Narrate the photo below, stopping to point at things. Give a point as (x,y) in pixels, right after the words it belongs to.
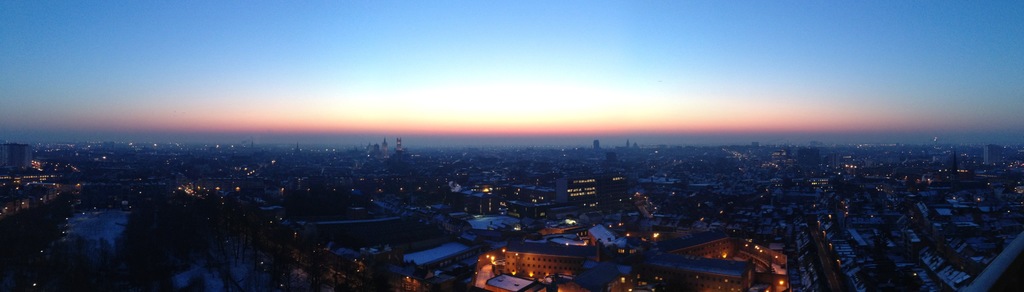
This image is an aerial view. In this image there are buildings (737,190) and we can see lights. In the background (499,138) there is sky (554,129).
